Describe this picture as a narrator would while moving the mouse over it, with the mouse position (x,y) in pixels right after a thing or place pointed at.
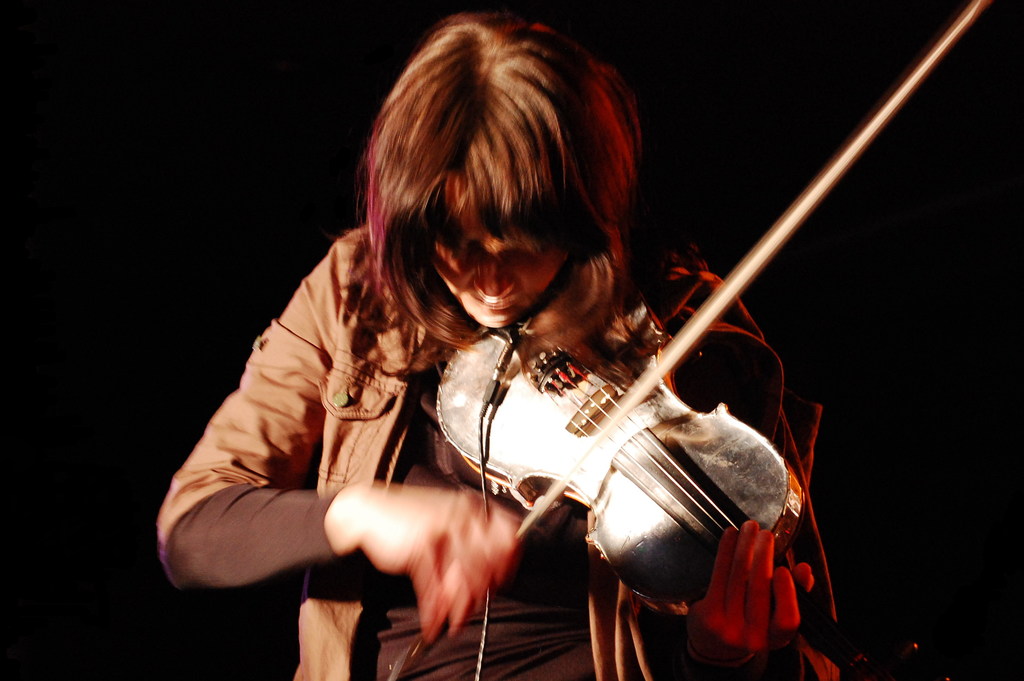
This person (345,464) wore jacket (395,455), holds stick (605,433) and violin (623,449).
